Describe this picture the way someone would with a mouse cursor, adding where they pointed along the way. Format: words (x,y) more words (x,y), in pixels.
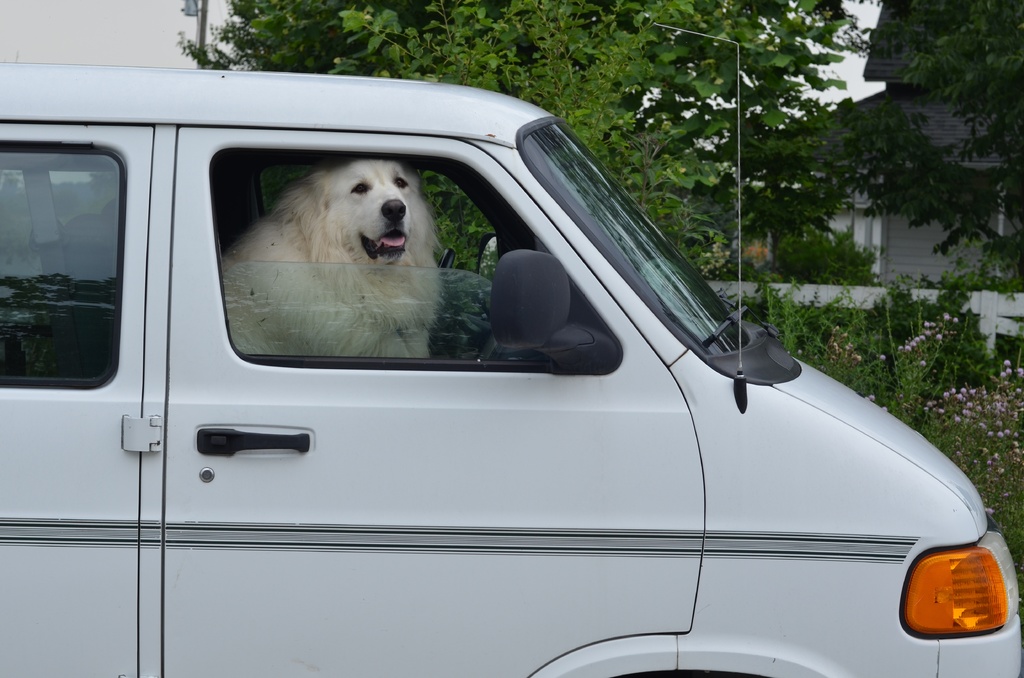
In the middle of the image (497,298) there is a vehicle (8,78), On the vehicle (457,431) there is a dog (353,207). Top right side of the image (908,132) there are some trees (938,210). Bottom right side of the image (988,475) there are some bushes (945,362) and there is a fencing (866,296). Top left side of the image (57,8) there is a sky (183,30).
